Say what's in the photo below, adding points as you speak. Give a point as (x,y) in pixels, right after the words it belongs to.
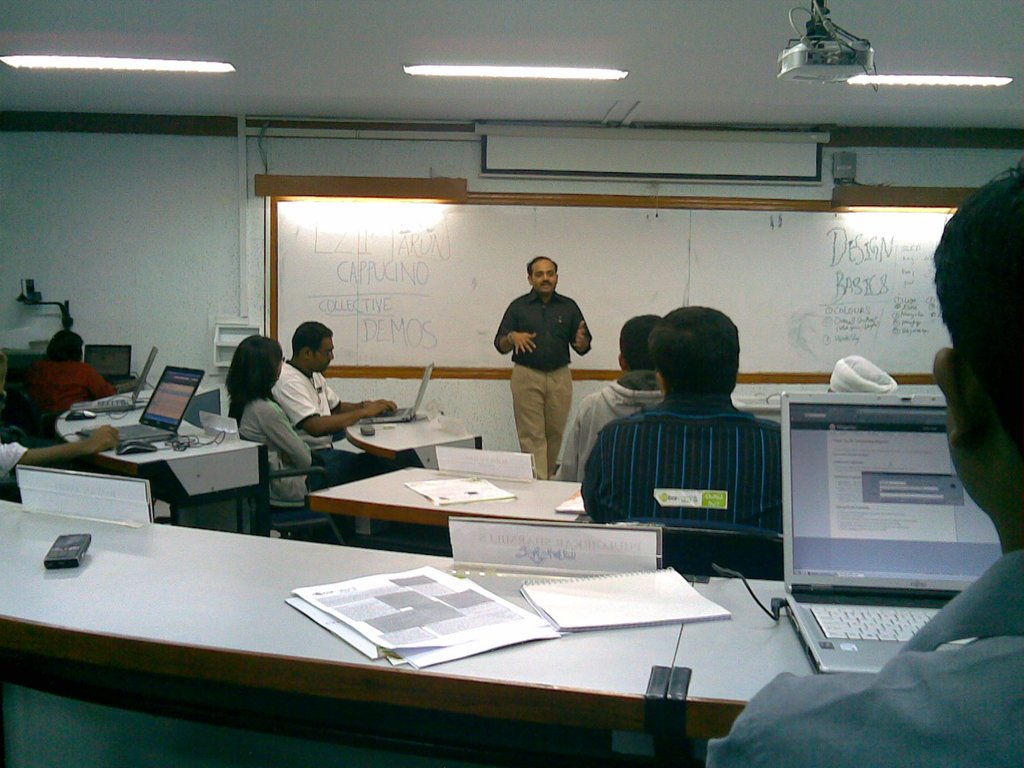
Here we can see a few people (584,425) sitting on a chair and they are working on a laptop (97,370). There is a person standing in the center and he is explaining something to this people (597,420). This is a board (738,235) and this is roof (662,96) with lighting arrangement (966,76). This is a projector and this is a screen (698,151).
